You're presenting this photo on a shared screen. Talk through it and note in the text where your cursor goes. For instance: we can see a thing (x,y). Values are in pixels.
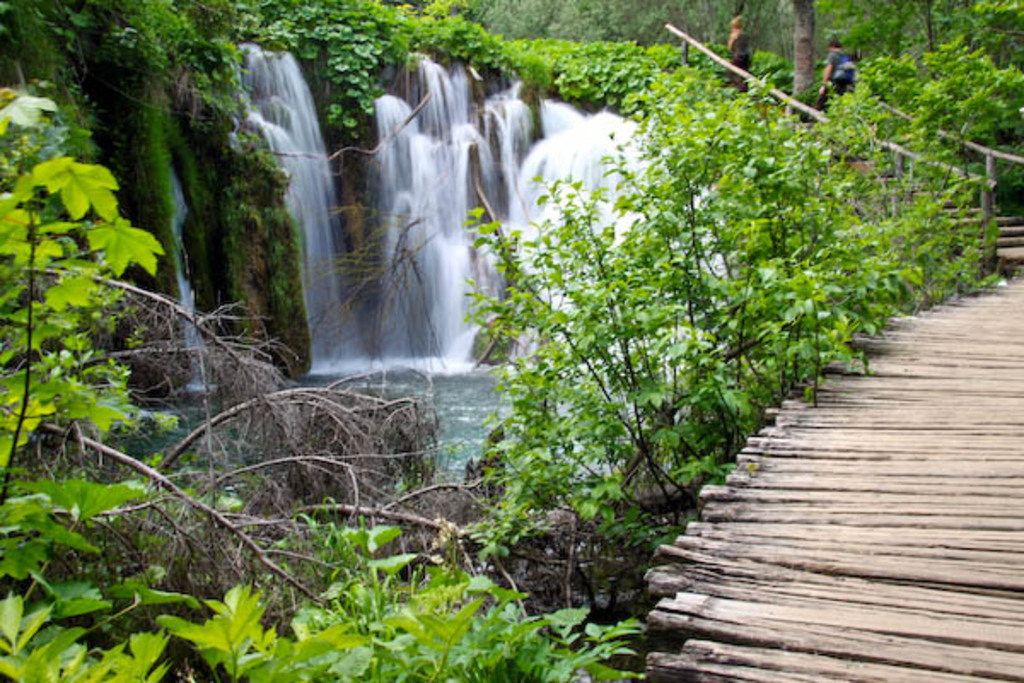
This picture describe about the beautiful view of the nature. In front bottom side there is a wooden bridge (937,443) and some plants (166,569). Behind we can see waterfall (432,214) and some trees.
